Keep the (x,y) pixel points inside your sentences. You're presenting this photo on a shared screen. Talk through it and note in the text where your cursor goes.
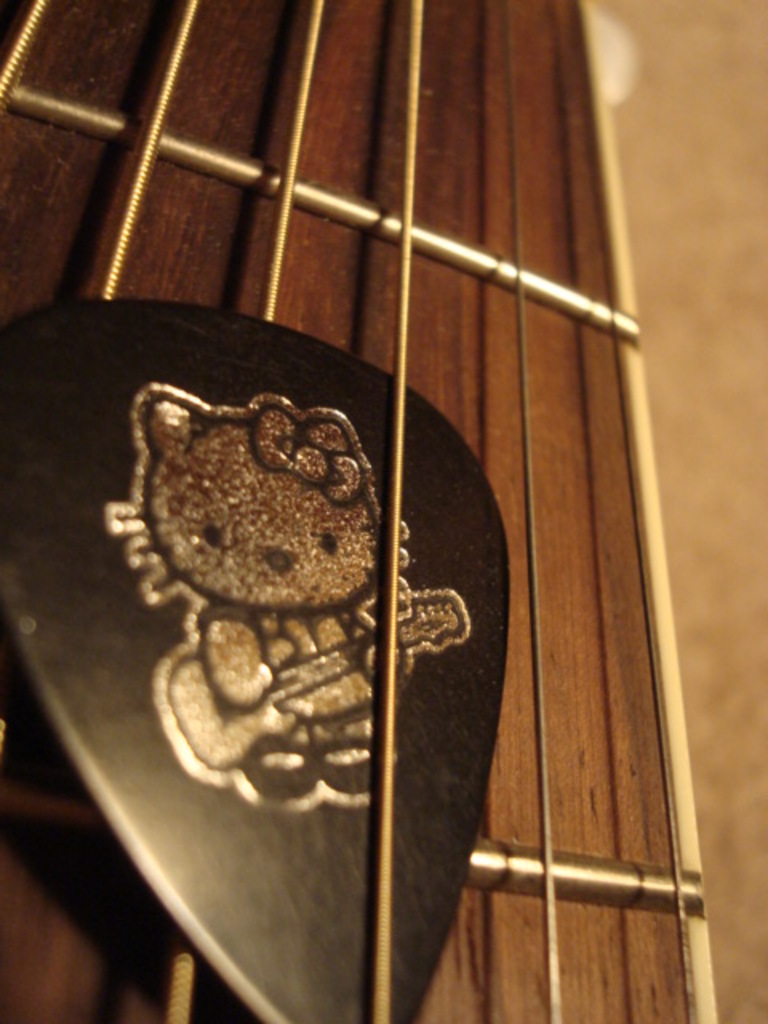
This is a guitar pick (248,571) which has a image (265,613) on it and these are strings (298,125) of the guitar (497,241) which are gold in color and the background (325,276) is brown in color.
